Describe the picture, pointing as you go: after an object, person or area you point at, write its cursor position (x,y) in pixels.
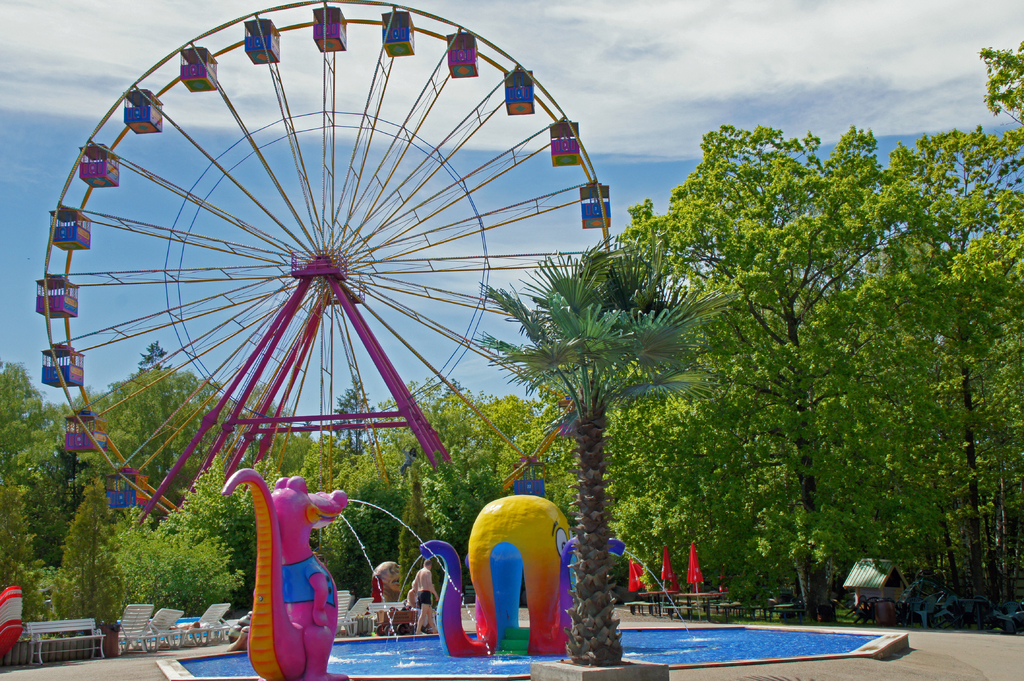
In the image i can see a giant wheel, chairs (132,627), trees (112,580), water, umbrellas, sky (25,1) and some other objects (487,570).
